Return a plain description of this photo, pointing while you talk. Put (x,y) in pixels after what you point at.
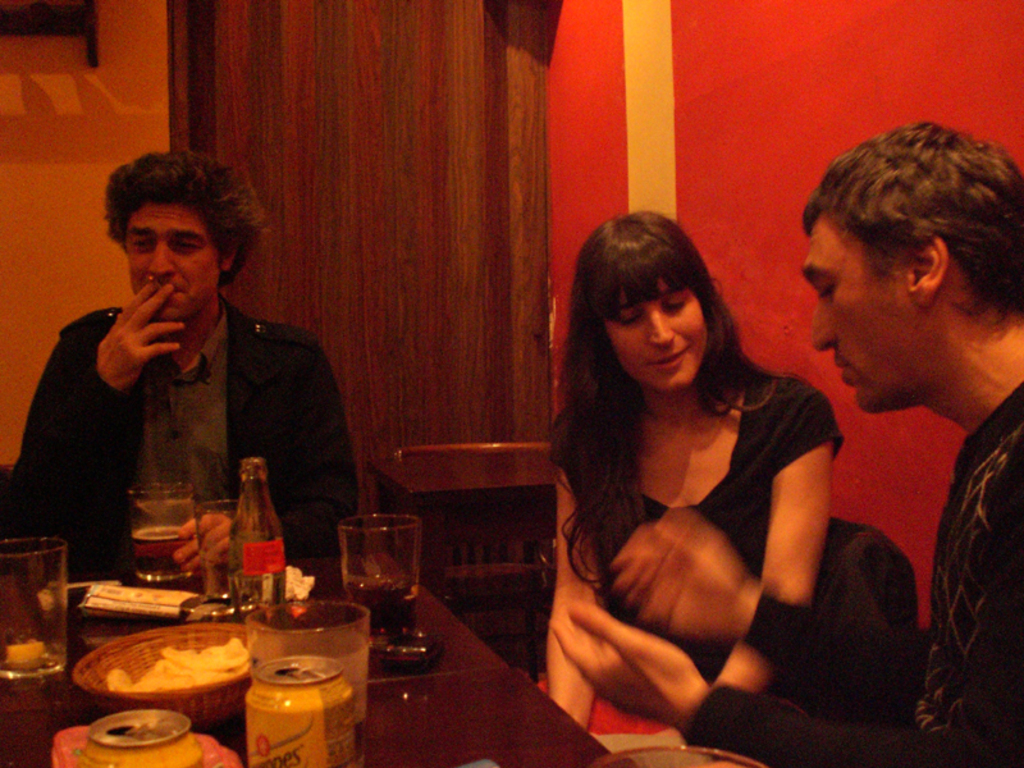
Here we can see three persons (723,700) are sitting on the chairs (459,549). This is table (474,647). On the table (434,732) there are glasses (324,621), bottle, tin (255,680), and a bowl (223,686). On the background (183,6) there is a wall (156,26) and this is door (399,229).
